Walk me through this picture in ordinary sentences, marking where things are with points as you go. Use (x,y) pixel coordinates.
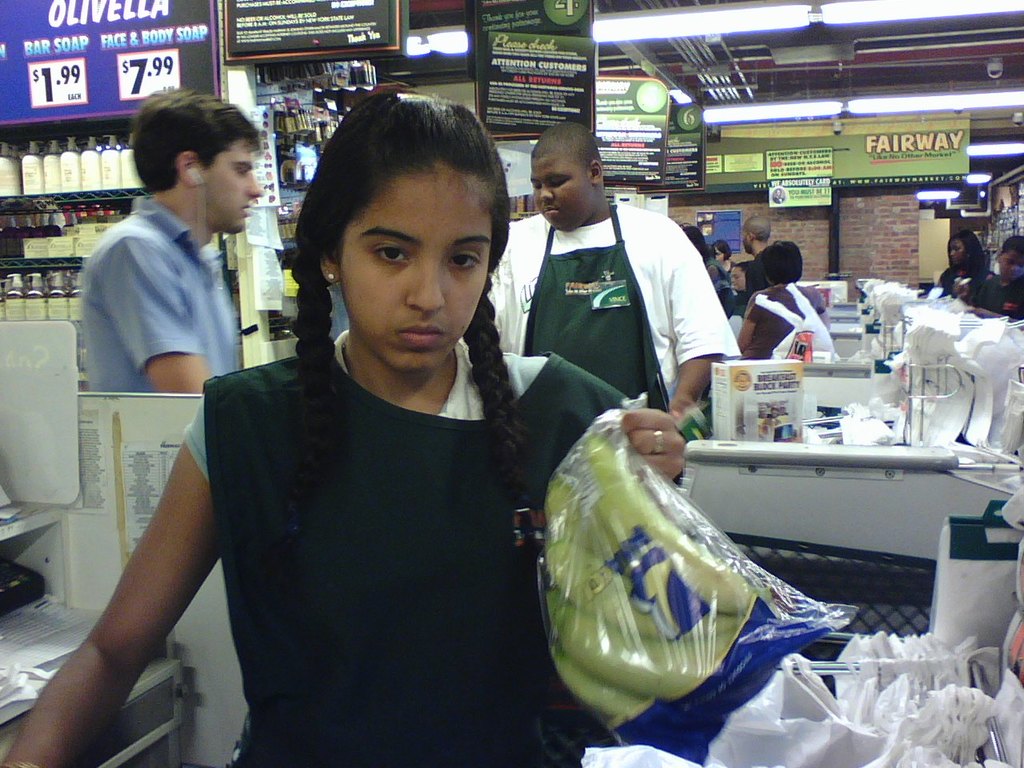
In this image in front (679,565) there is a girl (538,644) holding the cover (664,624). Behind her there are few other people (705,240). There are tables (752,475) and on top of it there are few objects (932,703). In the background of the image (508,119) there are banners (775,165), boards (626,123). There is a wall (856,231). On the left side of the image (13,292) there are a few bottles (39,161) on the rack (44,260). On top of the image (788,9) there are lights (799,16).
